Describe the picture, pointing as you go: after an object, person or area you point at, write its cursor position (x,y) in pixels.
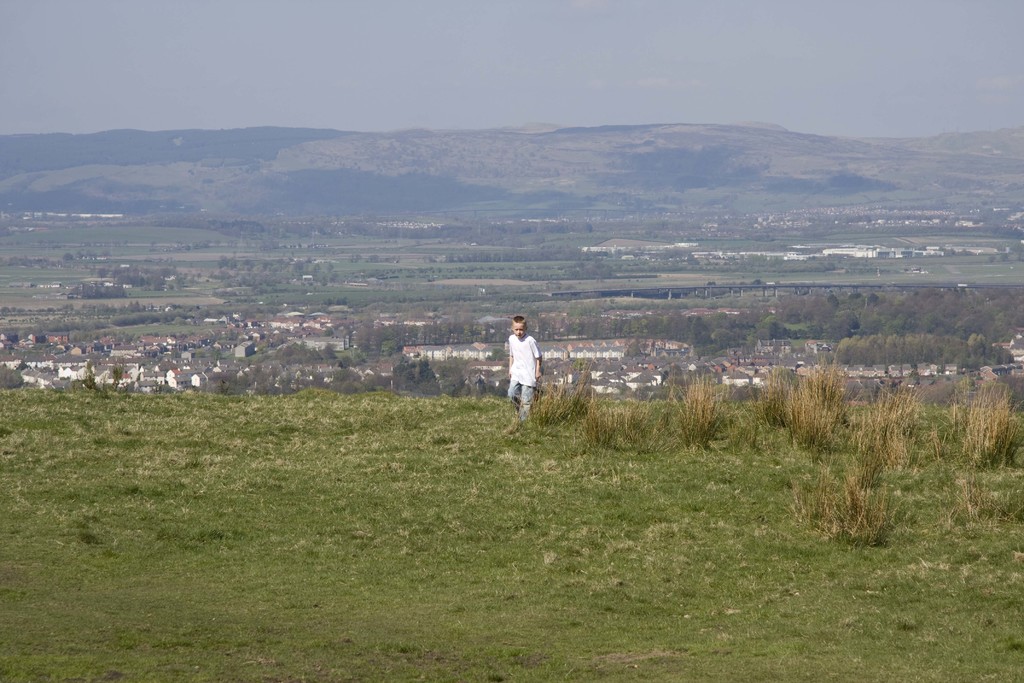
This is an outside view. At the bottom (175,605), I can see the grass (255,543) on the ground (548,495). In the middle of the image (521,363) there is a boy (528,360) walking on the ground (424,429). On the right side (762,419) there are some plants (762,419). In the background (391,314) there are many houses (209,359), trees (381,388) and hills (465,162). At the top of the image (587,72) I can see the sky (437,98).
